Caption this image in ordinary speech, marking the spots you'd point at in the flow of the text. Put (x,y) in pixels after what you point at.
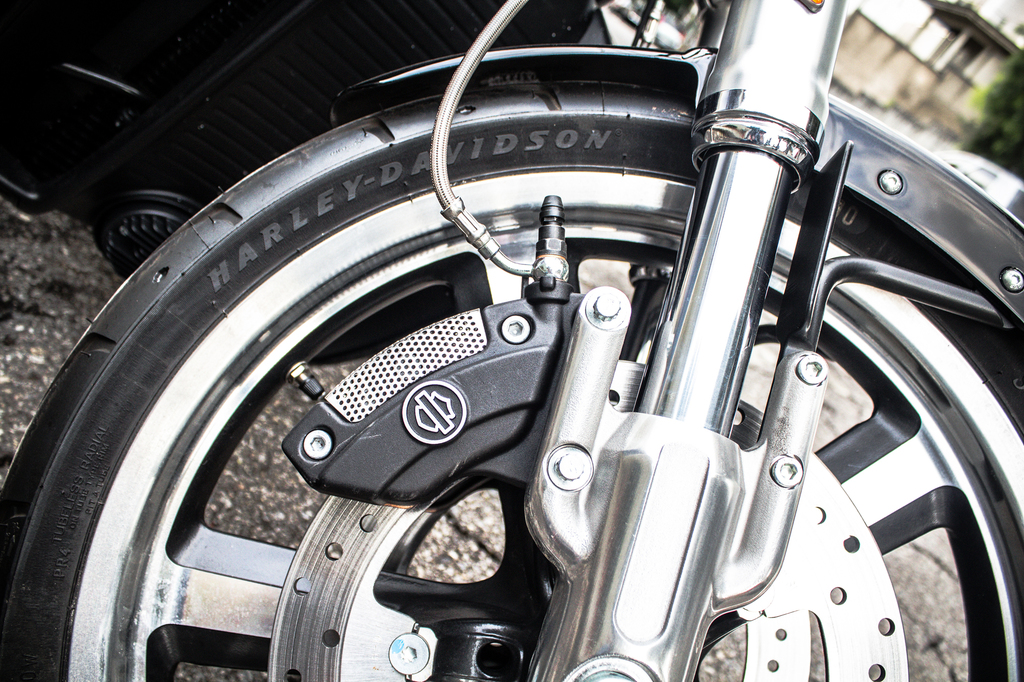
In front of the image we can see wheel (305,158) of a bike (524,458) with some text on it. Beside the bike (281,260) there is some object (520,40). In the background of the image (976,47) there is a building (993,58) and a tree (997,137).
